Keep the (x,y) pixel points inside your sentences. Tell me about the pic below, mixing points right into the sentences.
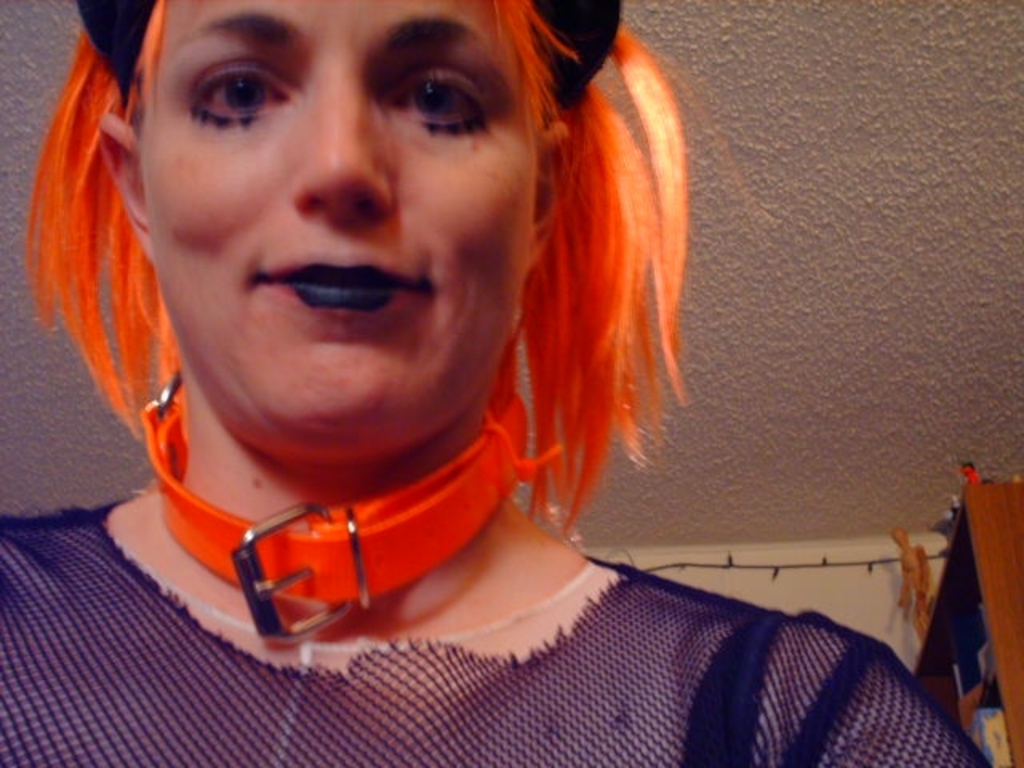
In this image we can see a person (238,461) who is truncated. In the background (881,248) we can see wall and few objects (920,653).
